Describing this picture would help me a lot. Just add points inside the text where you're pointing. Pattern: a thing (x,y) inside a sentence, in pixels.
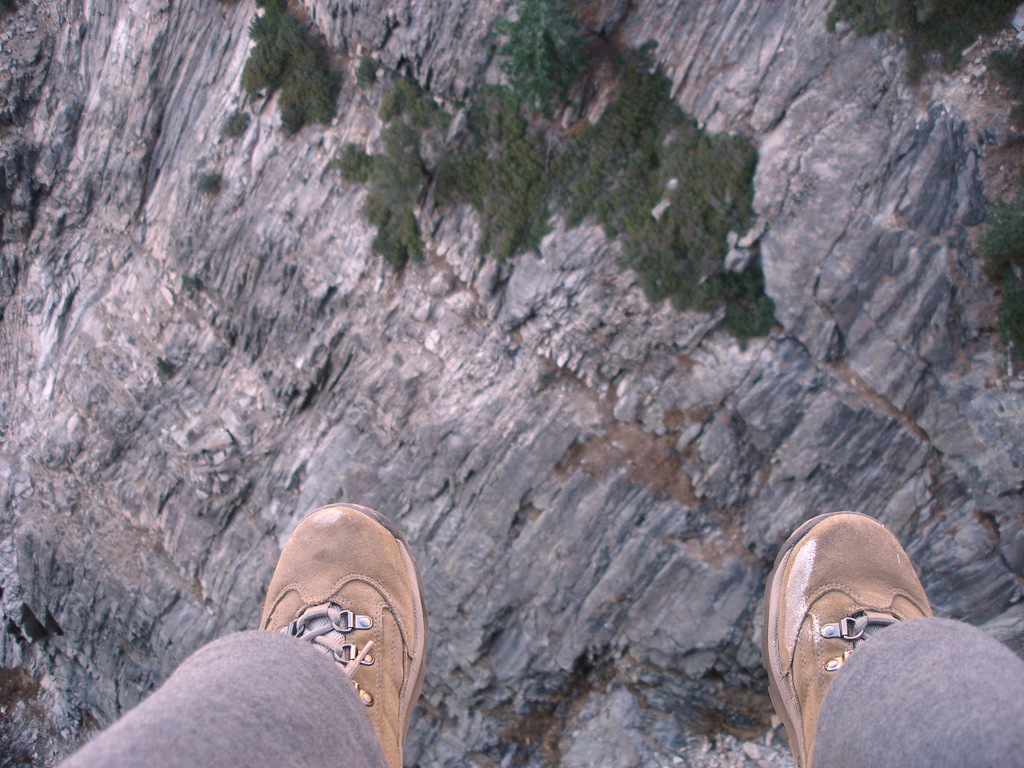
In this image we can see that there are two legs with shoes (789,610) at the bottom (842,633). In the middle (675,349) it seems like a rock (458,261) on which there is some grass (639,141).
